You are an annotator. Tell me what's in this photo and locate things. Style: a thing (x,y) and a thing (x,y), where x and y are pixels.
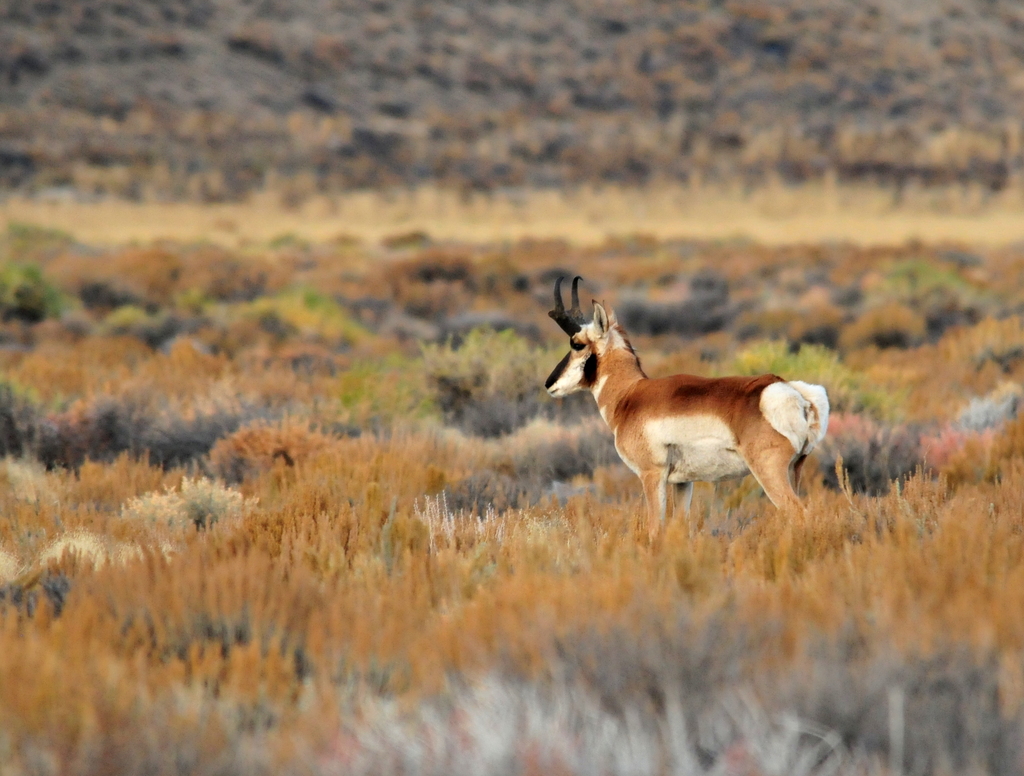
In this picture we can see a deer (777,498). There are a few plants (439,528) visible from left to right. Background (37,286) is blurry.
